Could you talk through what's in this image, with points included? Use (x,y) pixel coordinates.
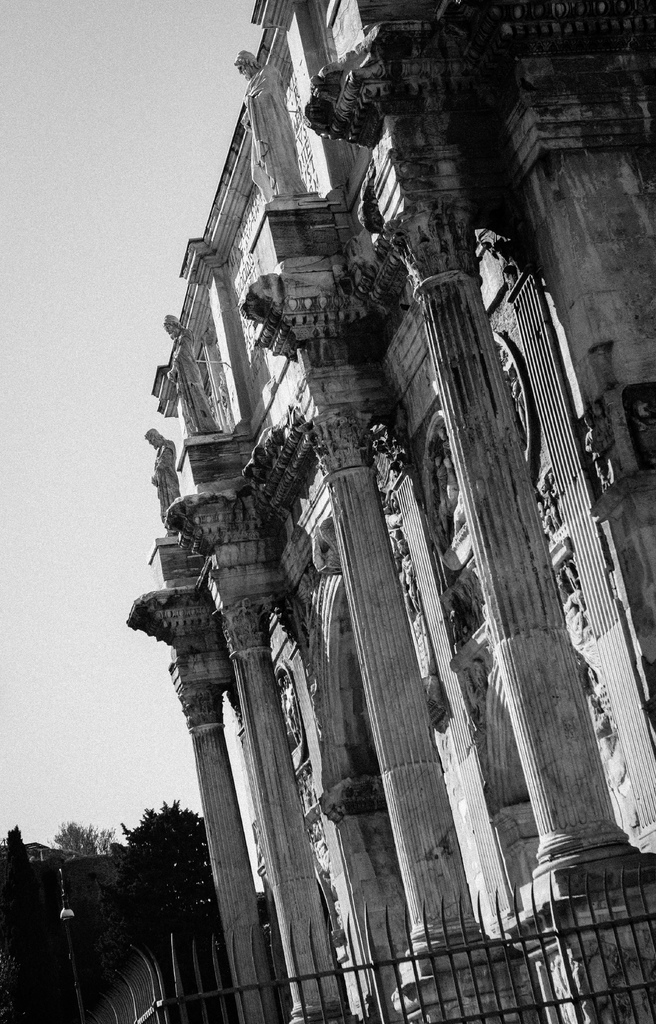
This is the picture of a building (266,514) to which there are some poles (450,652), statues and to the side there is a fencing (433,952) and some trees (5,919).
